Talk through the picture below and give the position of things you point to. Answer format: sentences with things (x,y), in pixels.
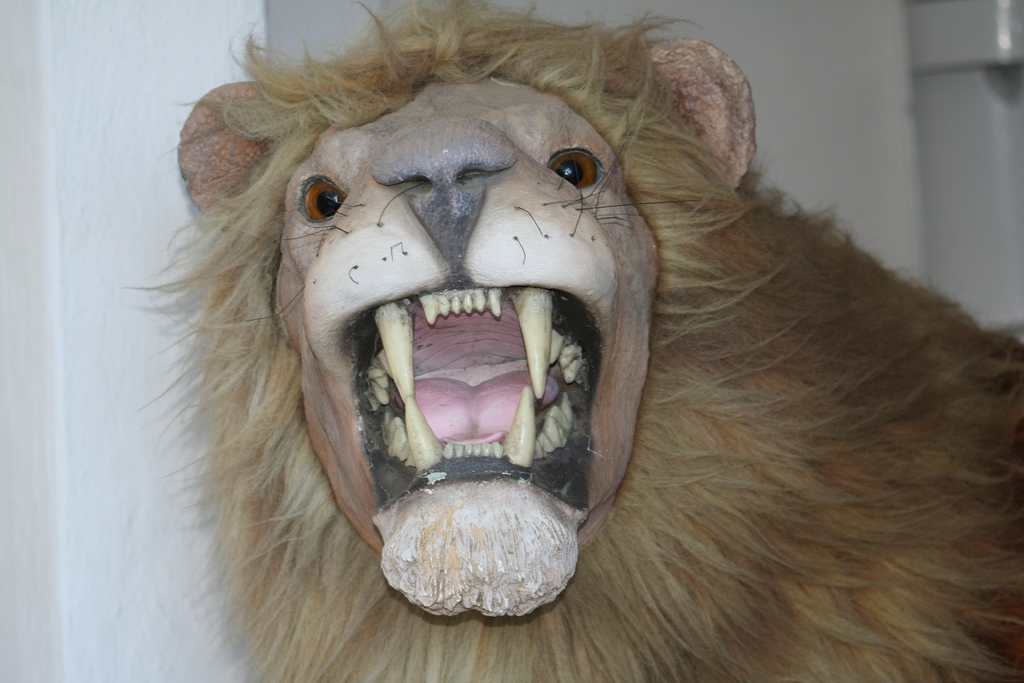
In this picture we can see an animal (220,327) and in the background (189,97) we can see the wall (836,152).
